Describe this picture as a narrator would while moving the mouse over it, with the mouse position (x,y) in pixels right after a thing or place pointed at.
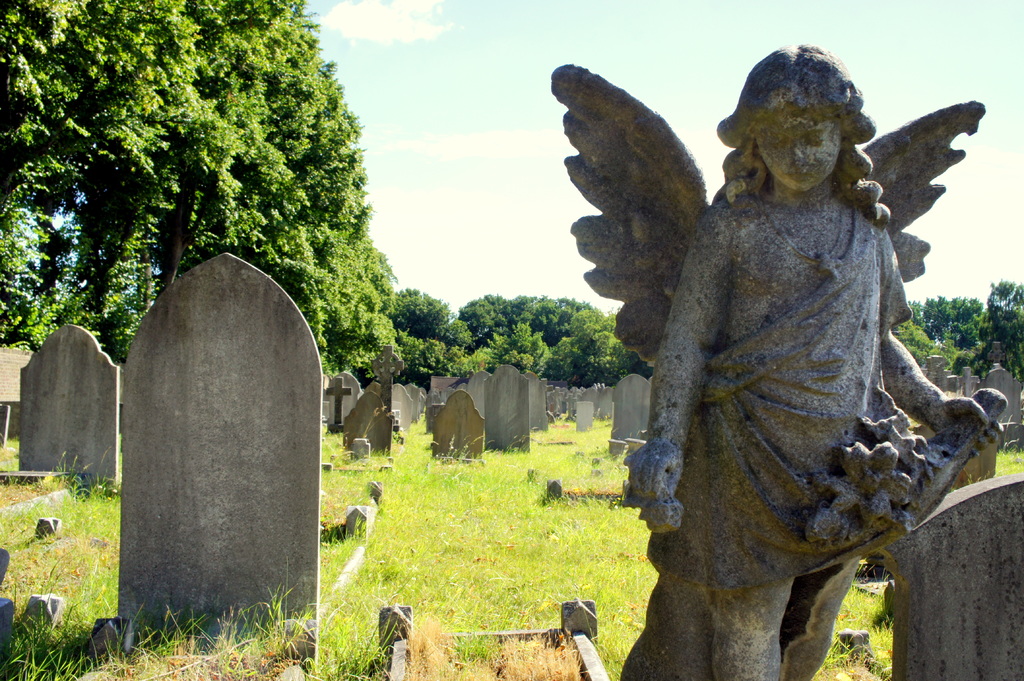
On the right (754,240) we can see the statue of an angel (852,314). At the back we can see many graves (631,424), beside that we can see the green grass (506,574). In the background (282,254) we can see many trees (324,351). At the top (446,99) we can see sky (518,49) and clouds (451,139).
